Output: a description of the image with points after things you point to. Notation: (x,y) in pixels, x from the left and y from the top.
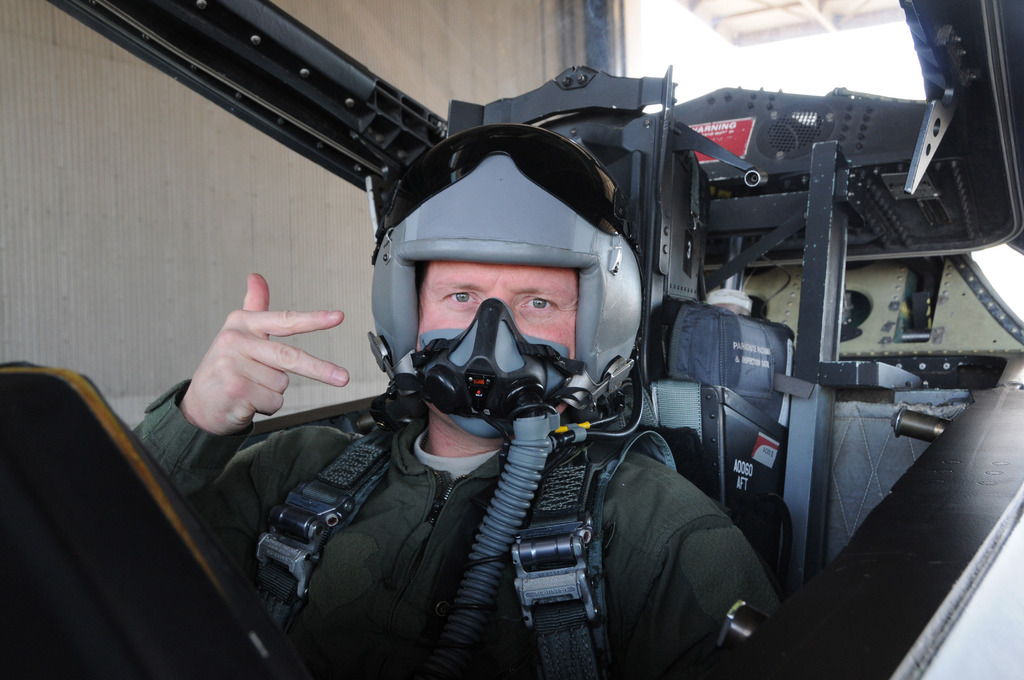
In this image there is a person (486,411) sitting in the cockpit (640,150), behind the cockpit (603,146) there is a wall (248,236).
